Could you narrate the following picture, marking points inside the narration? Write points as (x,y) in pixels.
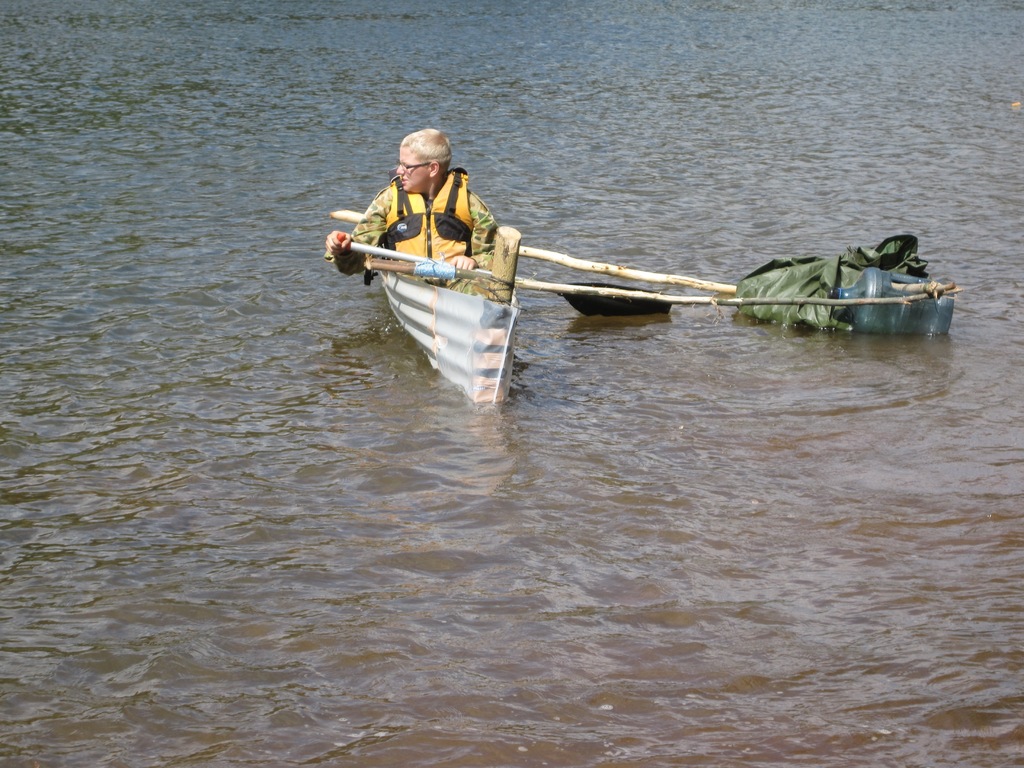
Here in this picture we can see water (227,726) present all over there and in the middle of it we can see a boat (432,319), in which we can see a person (419,232) wearing a life jacket (406,212) and spectacles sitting and he is holding a paddle (388,253) and paddling in water (540,315) and we can also see two sticks (422,271) present on the boat (513,302) that are connected to the water can (884,306) that is present in the water (752,332).
